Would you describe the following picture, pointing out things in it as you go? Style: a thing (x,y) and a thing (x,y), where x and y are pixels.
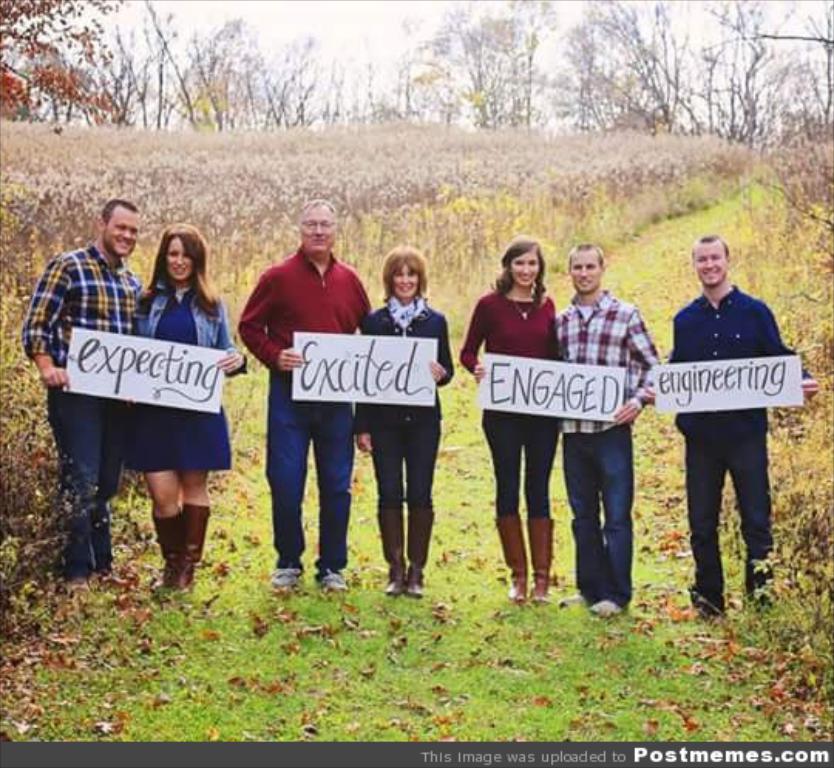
In the image we can see three women (420,324) and four men (300,432) are standing, wearing clothes (229,465), shoes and they are smiling, and they are holding posters (177,388) in their hands (434,378). Here we can see grass (477,411), dry leaves (63,604), plants (551,177), trees (493,77) and the sky (306,12).
